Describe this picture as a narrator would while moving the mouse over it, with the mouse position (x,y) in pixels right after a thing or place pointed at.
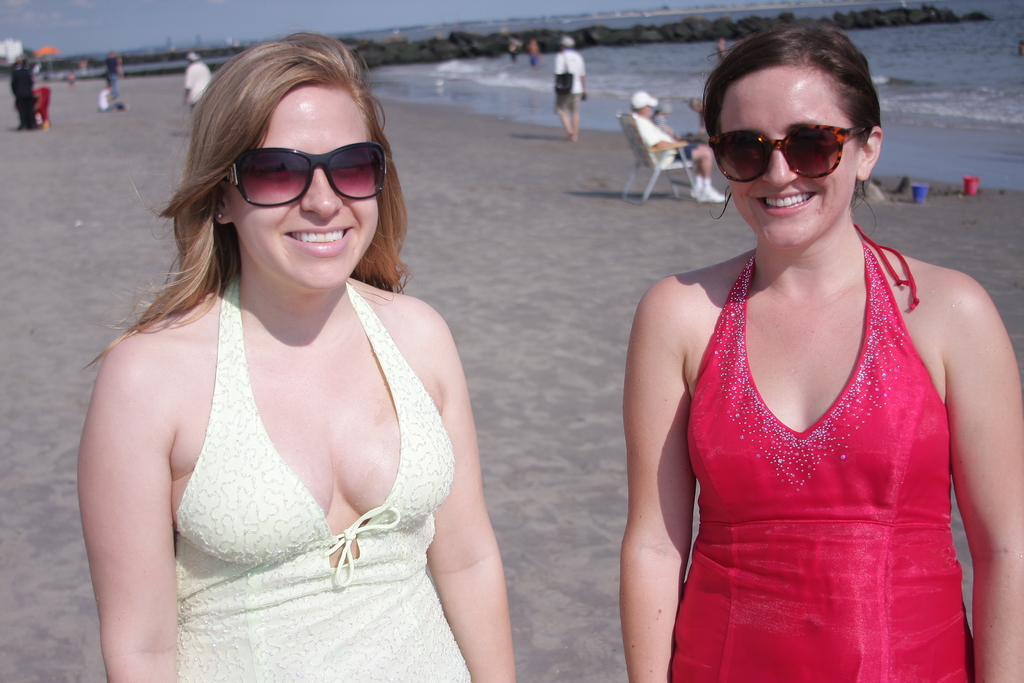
In the foreground of the image (326,304) there are two ladies (759,230). In the background of the image (438,89) there are people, water (961,28), stones (970,19), At the bottom of the image (571,620) there is sand (576,607).
